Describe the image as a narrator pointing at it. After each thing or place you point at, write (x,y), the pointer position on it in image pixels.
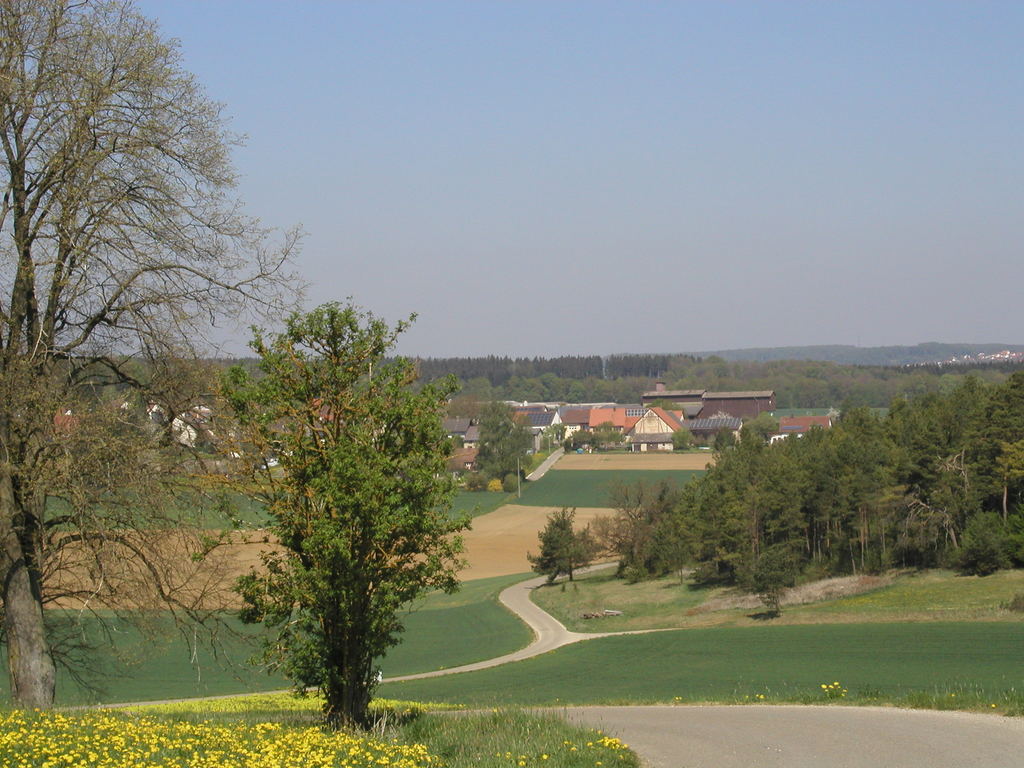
We can see trees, flowers (174,742) and grass (420,720). In the background (500,446) we can see houses (469,438), trees (500,446) and sky (806,339).
